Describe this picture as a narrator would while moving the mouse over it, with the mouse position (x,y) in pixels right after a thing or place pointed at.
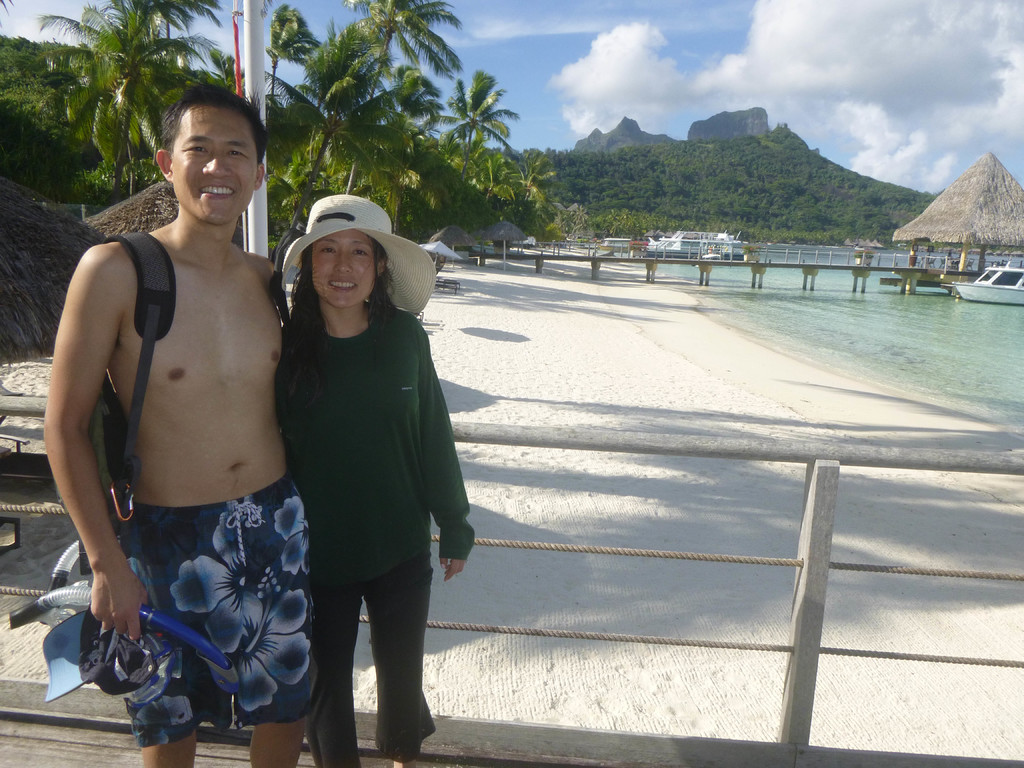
In this image we can see a man (195,603) wearing the bag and holding an object (196,641) and smiling. We can also see a woman (379,322) wearing the hat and standing and also smiling. We can also see the barrier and behind the barrier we can see the water (837,330), sand (619,336), bridge (592,270) and also the huts (79,251). We can see the boats (676,233) on the surface of the water (928,290). We can see a pole (258,24), trees (274,130) and also the hills (710,141). We can also see the sky (715,57) with the clouds (896,89).
